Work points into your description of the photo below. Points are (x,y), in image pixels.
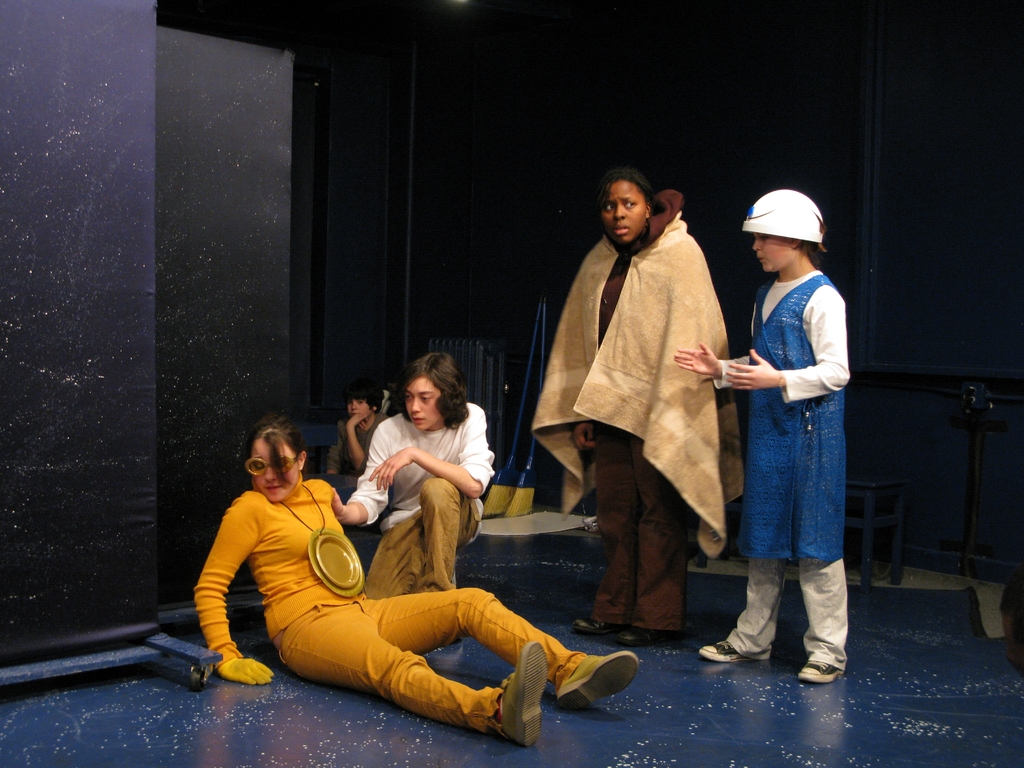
There are few persons (661,574) and this is floor (933,681). She is sitting on the floor (933,681). Here we can see a stool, chair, and brushes (525,471). In the background (470,193) we can see a wall (499,172).
